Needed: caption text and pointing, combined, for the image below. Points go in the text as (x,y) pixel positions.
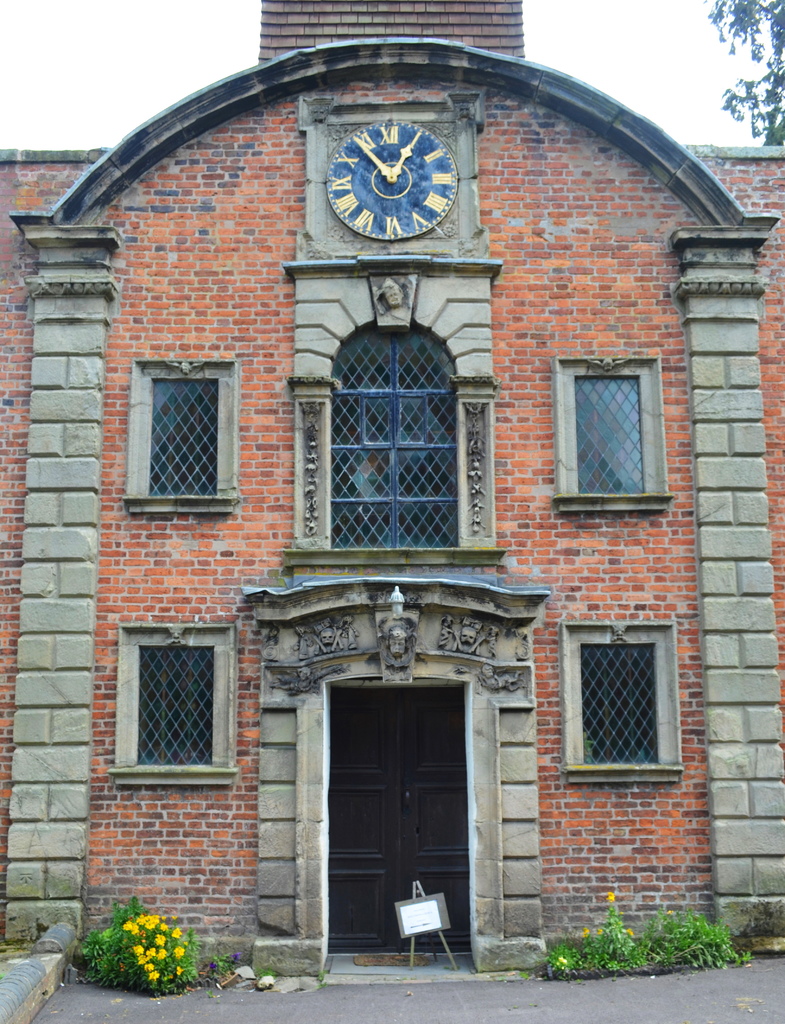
In this image I can see a building (484,428) with a clock (406,228) on it. There are flowering plants (173,963) on either side of this image, at the top (648,115) it is the sky (622,20).
